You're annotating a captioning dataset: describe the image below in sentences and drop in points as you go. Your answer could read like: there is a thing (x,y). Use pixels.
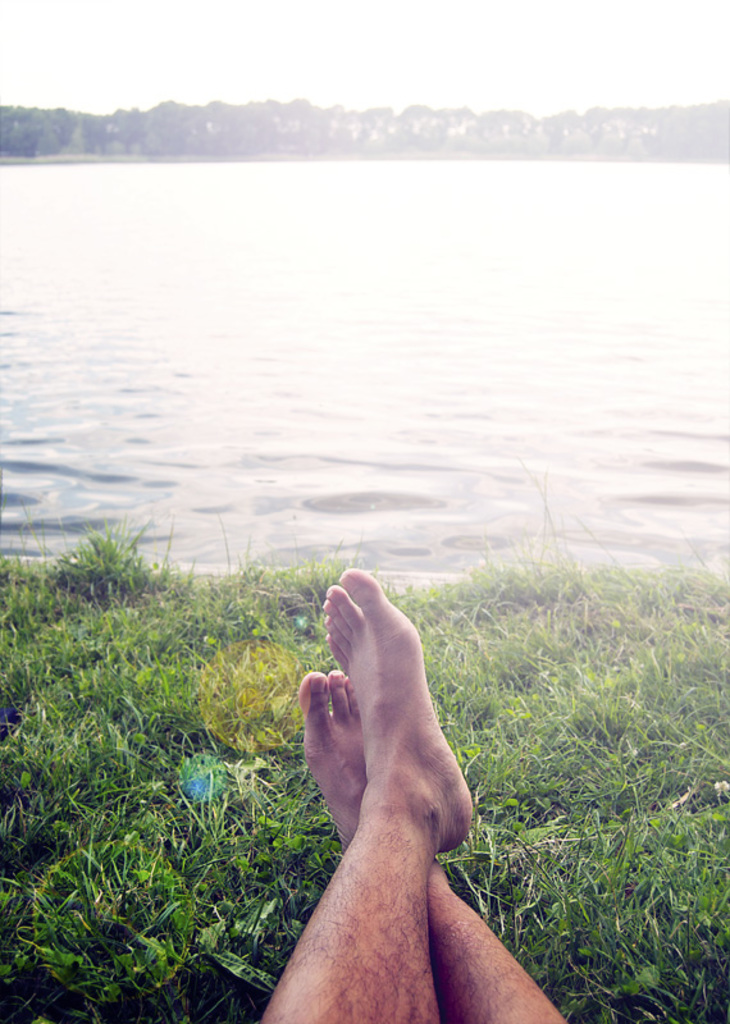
In this picture we can see one lake (321,389) beside one person (357,845) is sitting on the grass (581,686).
